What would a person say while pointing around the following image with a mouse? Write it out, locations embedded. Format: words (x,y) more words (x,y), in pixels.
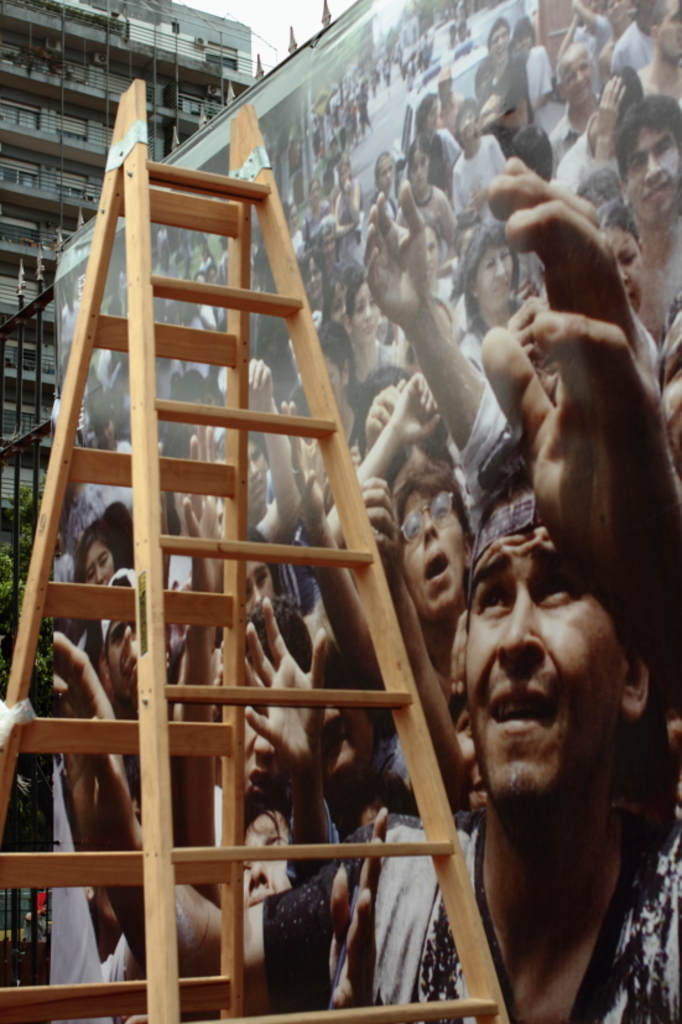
In this image we can see a building (63,100). There is a board (277,70) on the fence (256,77). There are many people (513,345) in the image. There is a ladder (210,615) in the image. There are few plants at the left side of the image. There is a sky (275,33) at the top of the image (281,41).
